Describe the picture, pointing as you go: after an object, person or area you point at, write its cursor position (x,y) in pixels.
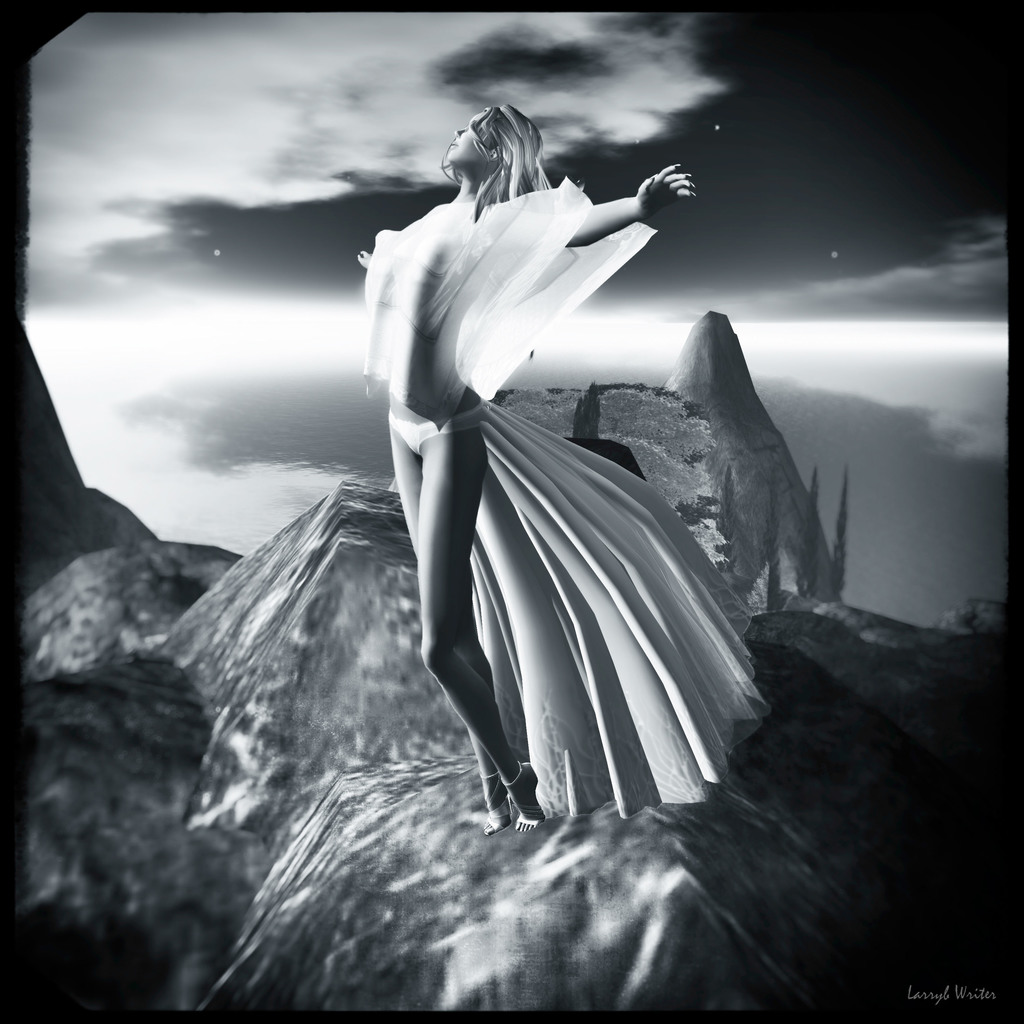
This is an animated image. In this image we can see a woman (545,624) standing on a rock (562,906). In the background of the image (601,189) there is sky (780,87).
